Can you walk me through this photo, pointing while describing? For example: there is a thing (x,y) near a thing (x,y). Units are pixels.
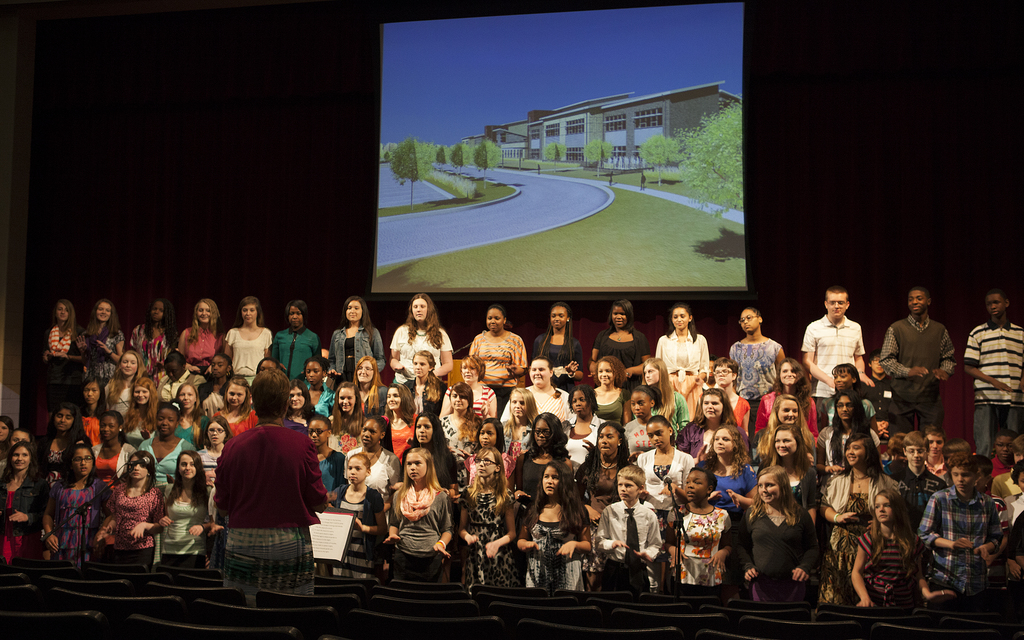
On the left side (267,393) a woman (294,484) is standing, she wore dark red color sweater (296,488), here a group of girls and boys (633,456) are standing. In the middle (542,254) there is a projected image (607,209).
